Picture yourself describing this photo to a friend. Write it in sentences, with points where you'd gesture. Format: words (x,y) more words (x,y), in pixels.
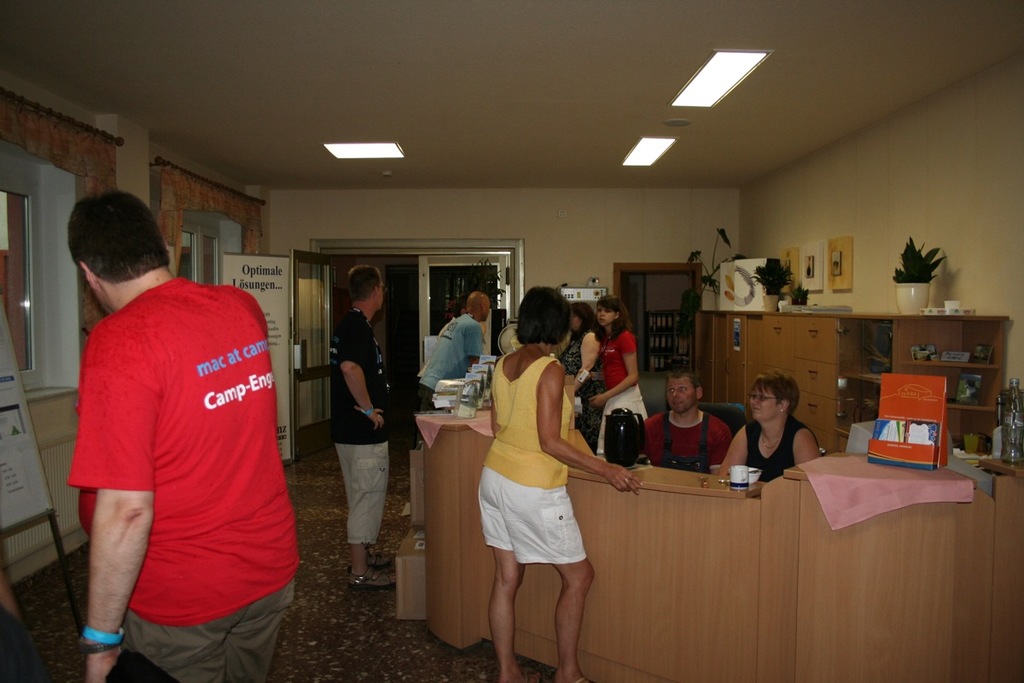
In this picture we can see some persons (386,407) are standing on the floor (400,634). This is table (698,597). On the table (694,546) there is a jar (617,413). Here we can see two persons (755,445) are sitting on the chairs (740,414). On the background (627,208) there is a wall (898,204) and these are the plants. Here we can see a door (312,256) and this is board (279,285). And these are the lights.
